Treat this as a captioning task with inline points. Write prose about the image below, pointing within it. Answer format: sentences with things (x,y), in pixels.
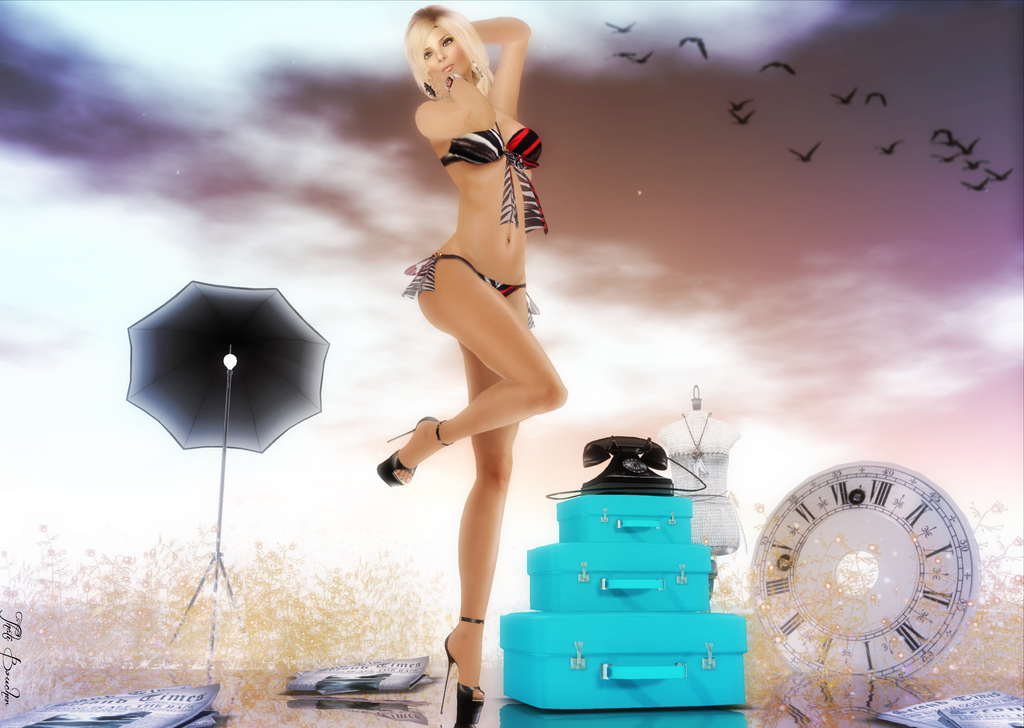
This is an animated picture. In the foreground of the picture (92,723) we can see newspaper (379,674), suitcases (636,547), telephone (640,455), clock (790,572), stand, light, umbrella (199,351), mannequin (715,516) and a woman (480,367). In the background (742,185) we can see birds (694,41) and sky (141,99).
